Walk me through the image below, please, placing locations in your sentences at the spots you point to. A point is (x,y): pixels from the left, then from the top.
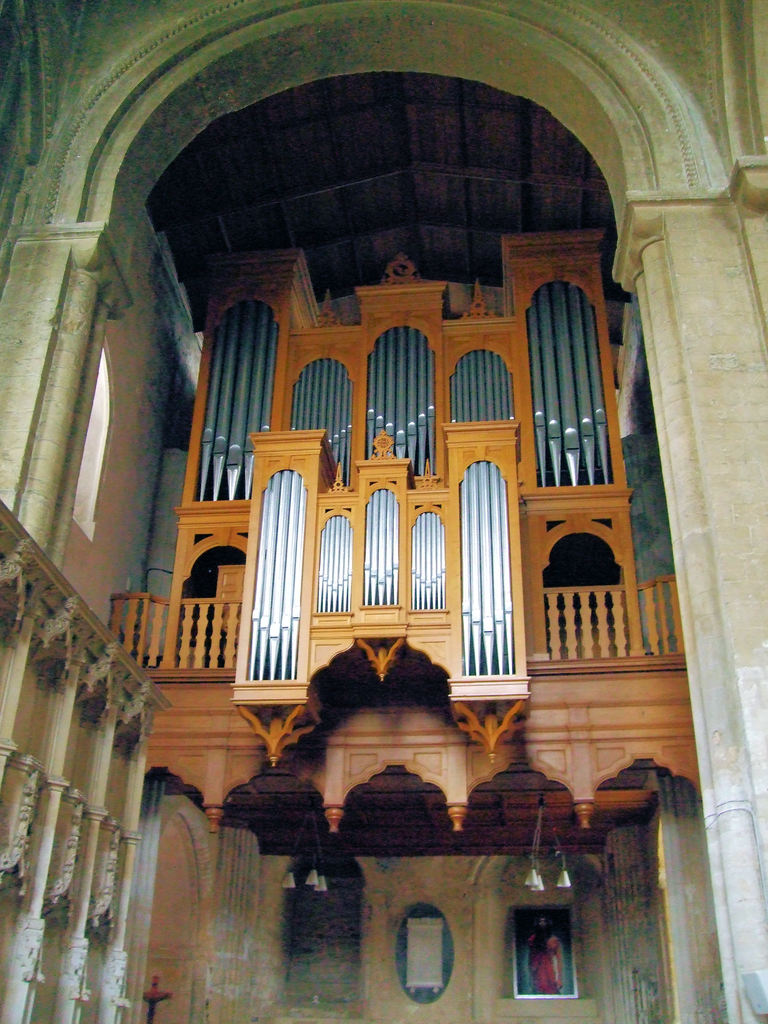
This picture is an inside view of a room (734,570). In this picture we can see an arch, window (90,432), railing (594,605), roof (283,153), wall (490,948), photo frames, lights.
